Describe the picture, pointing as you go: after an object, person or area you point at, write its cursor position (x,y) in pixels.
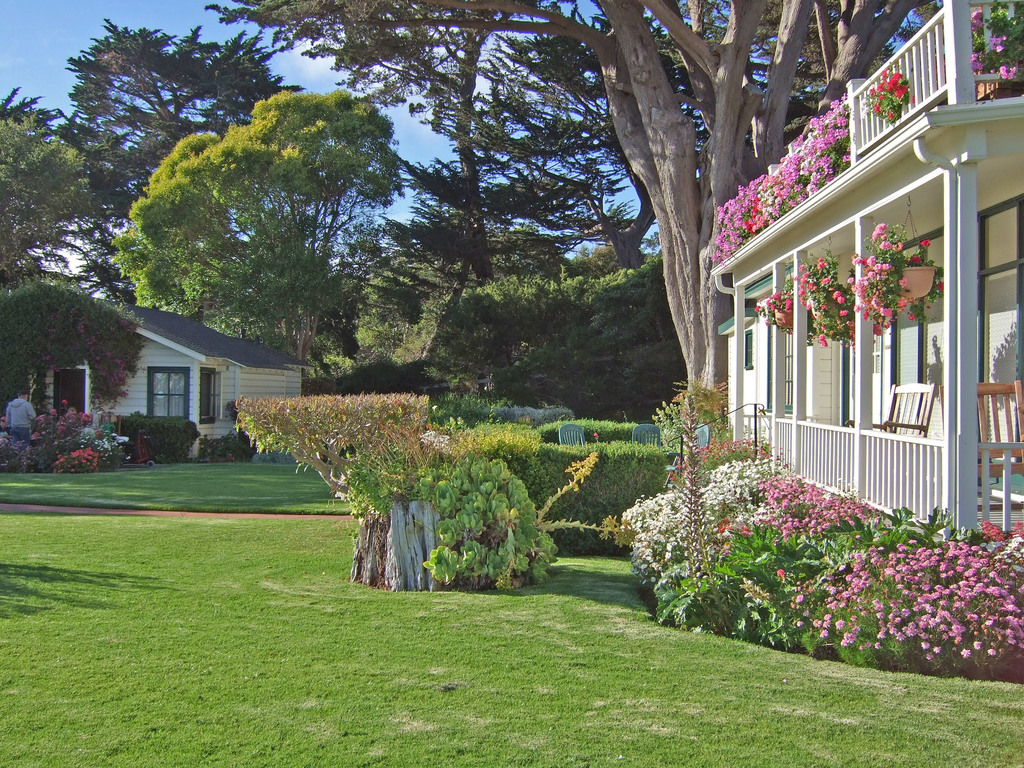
In this picture there are buildings (820,355). on the right side of the image (800,354) there is a building (862,217) and there are chairs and there are flowers (970,552) and plants (864,606). On the left side of the image (140,327) there is a person (16,440) standing and there is a building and there are flowers (57,464) and plants (182,442). In the middle of the image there are chairs (647,443) behind the plants (598,506). At the back (104,91) there are trees (193,47). At the top (100,27) there is sky (88,18) and there are clouds (319,59). At the bottom (446,671) there is grass (524,652).
